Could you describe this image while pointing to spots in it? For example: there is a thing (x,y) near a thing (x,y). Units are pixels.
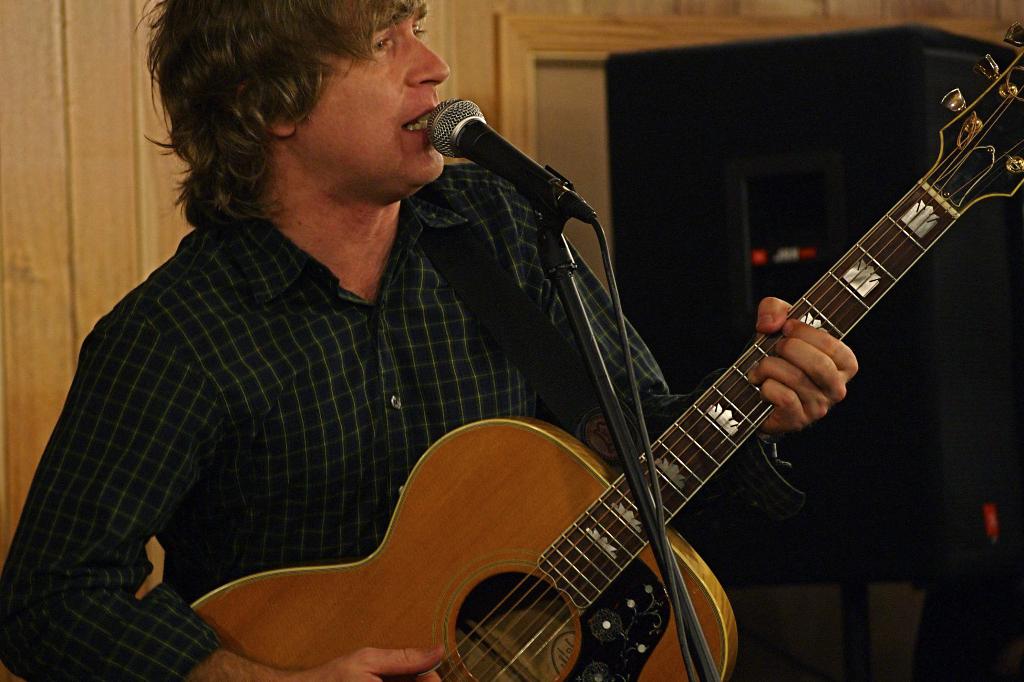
In this image there is a person (378,261) standing and playing guitar (643,612) and he is singing. At the back (839,138) there is a speaker (941,374), at the front (544,263) there is a microphone (444,127).
